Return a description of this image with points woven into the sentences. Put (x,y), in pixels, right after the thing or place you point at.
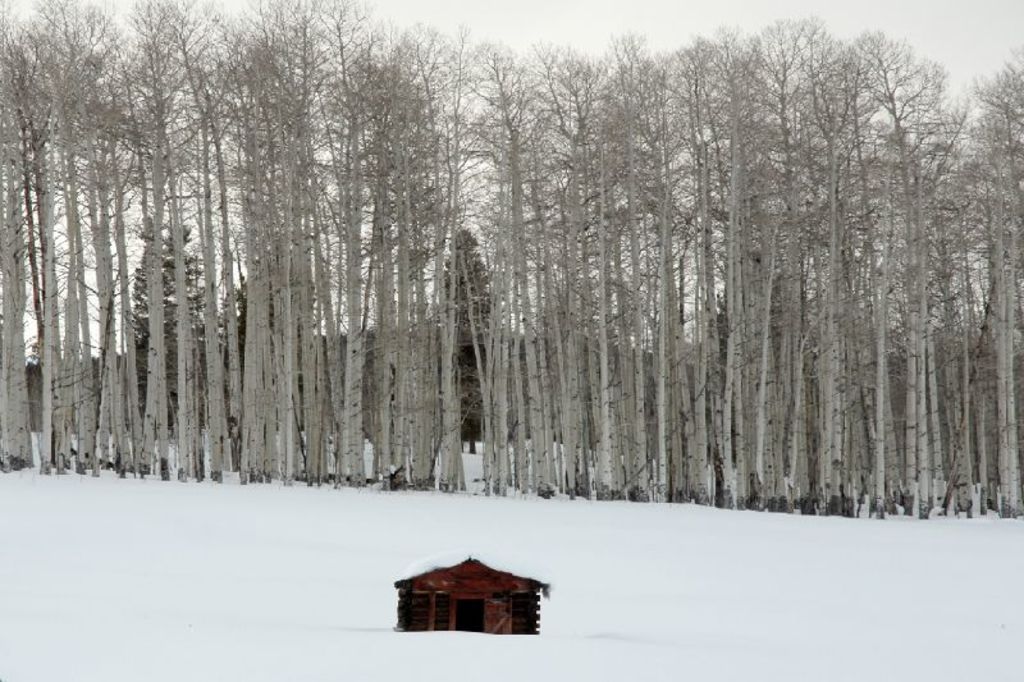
In the image there is a home (482,612) in the front (432,608) on the snow land (212,556) with many trees (272,291) behind it and above its sky (587,21).
